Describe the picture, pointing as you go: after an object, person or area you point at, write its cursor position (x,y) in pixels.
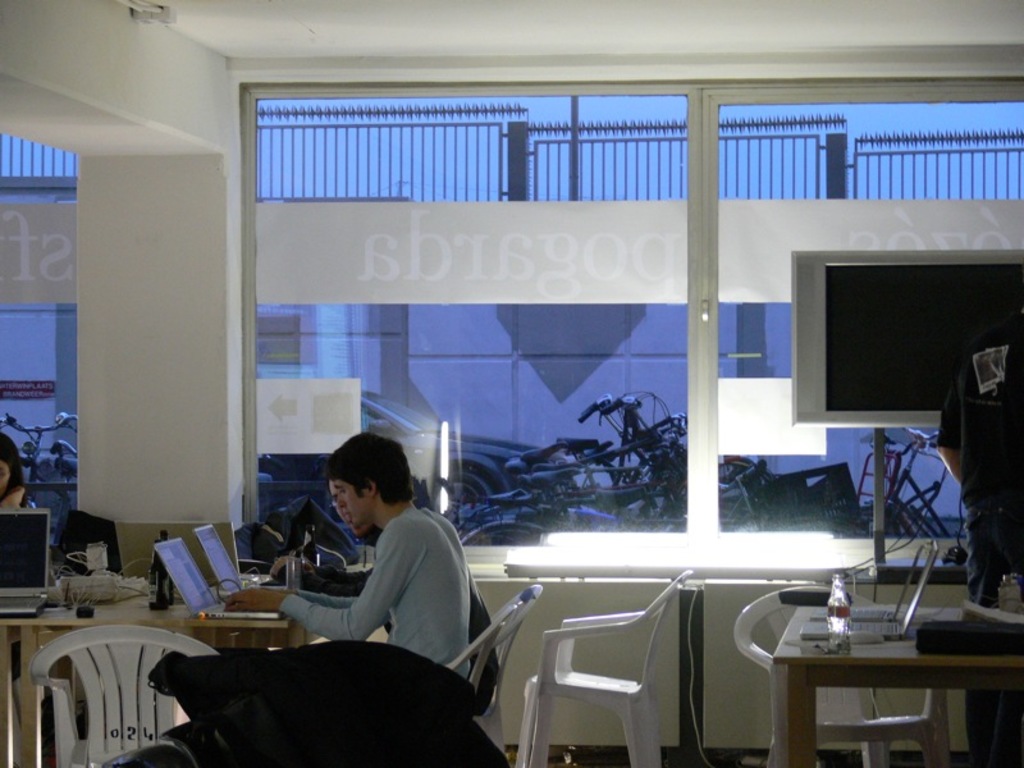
In this image there are 2 persons (381,568) sitting near a table (148,621) and operating laptop (177,549), there is v=chair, cables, building (864,85), bicycle (609,414), car (382,424), television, bottle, laptop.
